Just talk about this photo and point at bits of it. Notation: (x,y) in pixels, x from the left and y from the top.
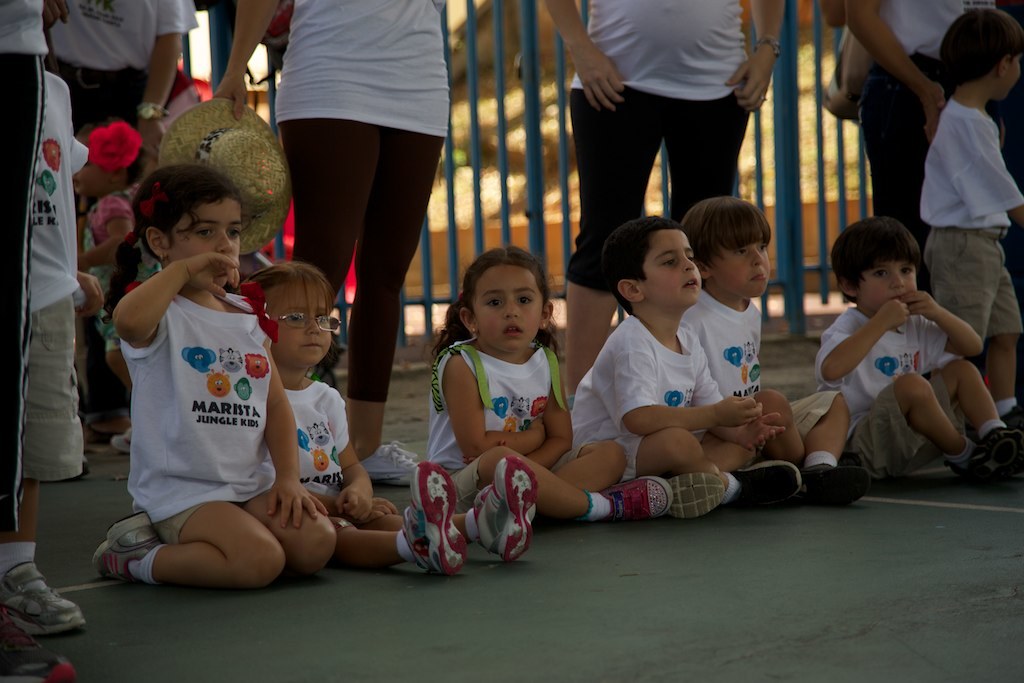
In the center of the picture (489,291) there are kids (476,392) sitting. In the background (419,87) there are people (913,52) standing. The background (543,118) is blurred.
